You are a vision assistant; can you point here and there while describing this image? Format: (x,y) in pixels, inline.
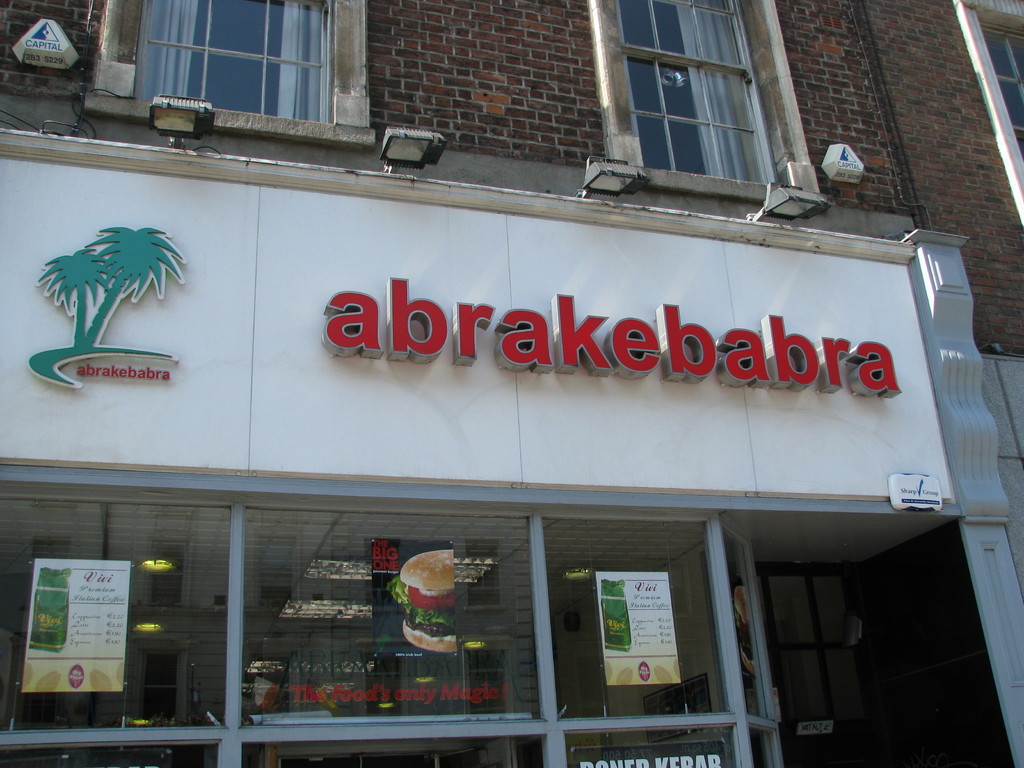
In the image there is a building (552,64) with glass windows (708,116), brick walls (422,45) and also there is a name board (577,333) with name (577,333) and image of trees (108,287). Above the board (138,292) there are lights (796,212). Below the board (332,354) there is a store (606,619) with glass walls (185,608) and a door (785,610). On the glass walls (161,597) there are posters (115,629) with few images (666,678).
